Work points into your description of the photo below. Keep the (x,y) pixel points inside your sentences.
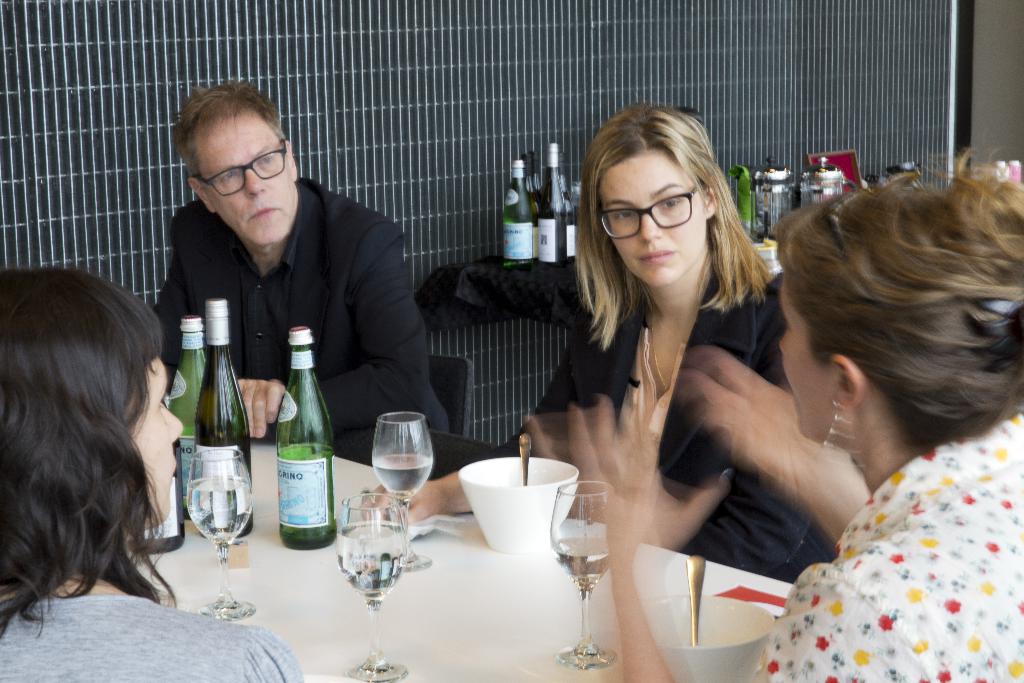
This image contains of four people (790,276). There are bottles (302,328), glasses (400,545), bowls (522,473), spoons (522,473) on the table (260,455), at the back (534,303) the table (432,304) is covered with black color cloth (514,299).
